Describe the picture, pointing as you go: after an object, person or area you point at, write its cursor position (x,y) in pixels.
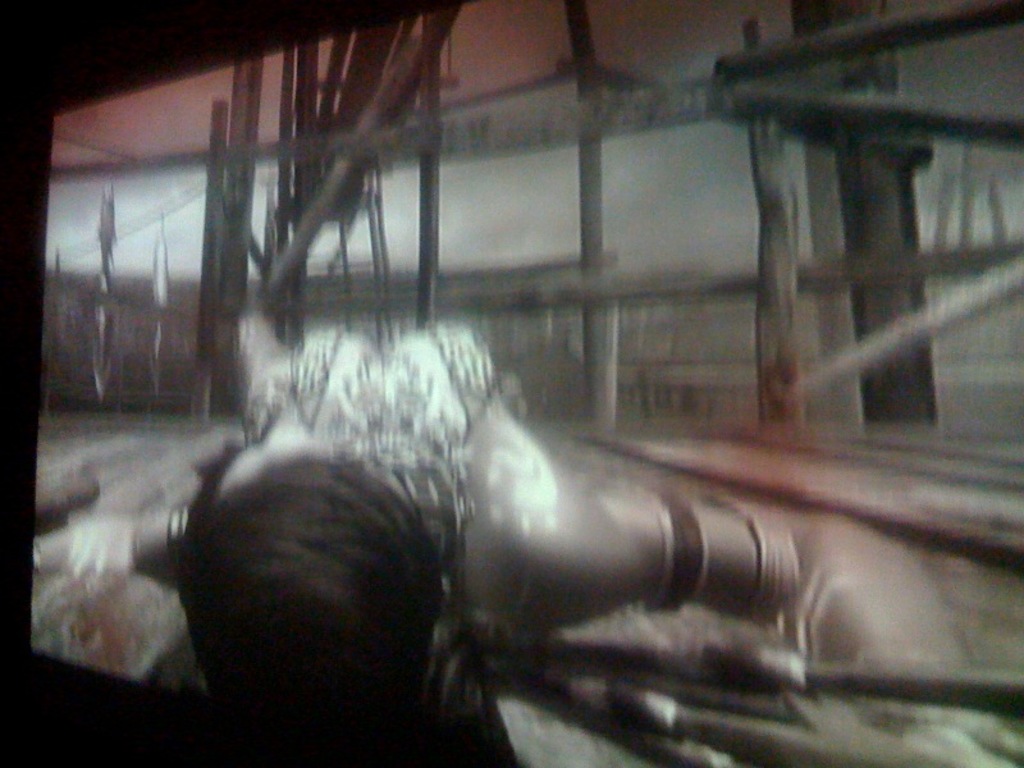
In this picture there is a screen (511,324). On the screen (473,406), there is a person (315,442) at the bottom (335,621) and wooden poles (950,304) in the background (304,187).
